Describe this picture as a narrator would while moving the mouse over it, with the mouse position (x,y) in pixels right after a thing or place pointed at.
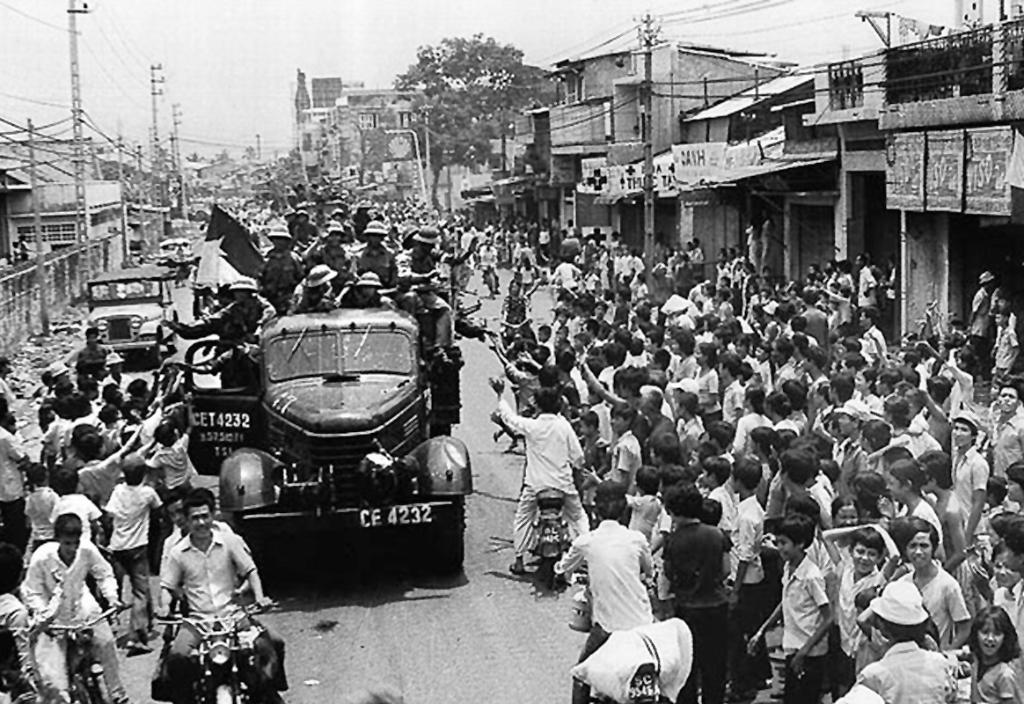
In the center of the image (436,345) there is a truck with people (379,299) in it. To the right side of the image (836,332) there are many people (521,372) standing. To the left side of the image (182,525) there is a person (110,661) on a bicycle (101,616), beside him there are two persons (253,570) on bike (214,697). There are electric poles (75,38) in the image. There are buildings (602,218).
